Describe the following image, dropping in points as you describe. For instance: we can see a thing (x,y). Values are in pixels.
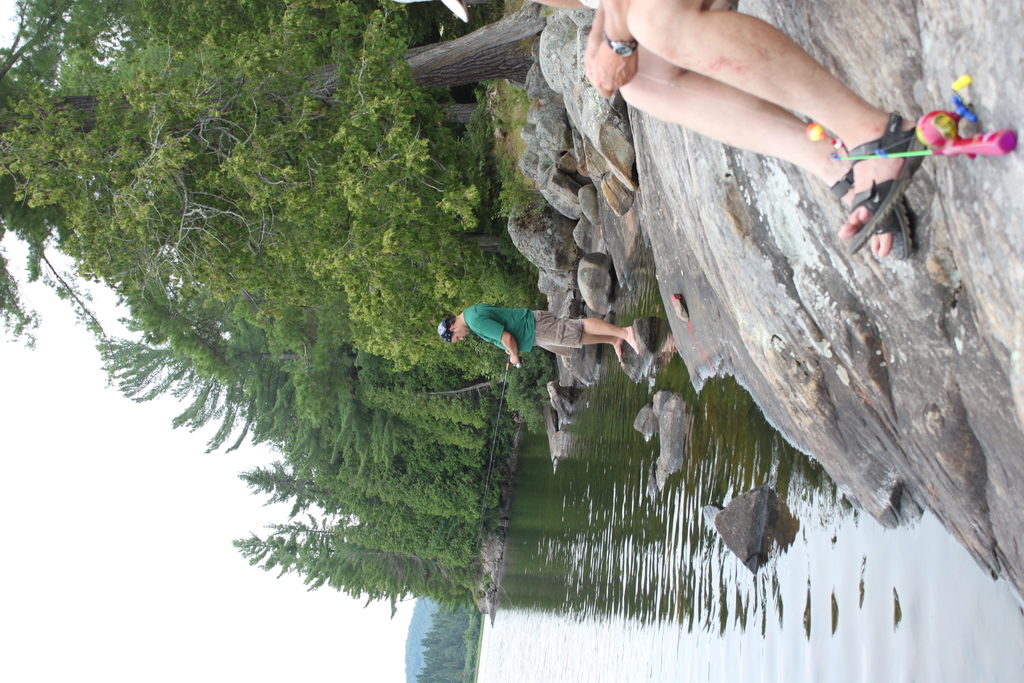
In the bottom right corner of the image (856,536) we can see water (895,604). In the top right corner of the image (846,181) a person (682,0) is sitting and a person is standing and holding a stick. Behind them we can see some stones (523,240) and rock (574,85). In the bottom left corner of the image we can see the sky (48,307). In the top left corner of the image (40,28) we can see some trees (403,129).
